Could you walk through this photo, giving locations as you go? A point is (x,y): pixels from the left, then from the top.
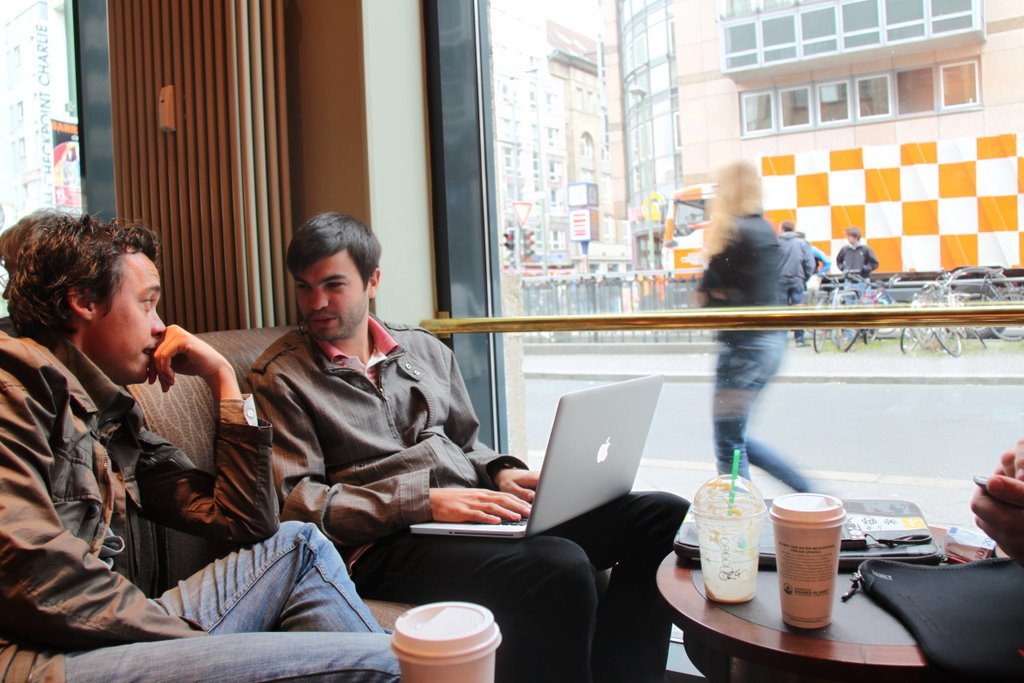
In the given image we can see two men (248,433) sitting on sofa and talking to each other. There is table (760,608) on which a glass (723,498) is kept. There is a window (683,204) beside them.
